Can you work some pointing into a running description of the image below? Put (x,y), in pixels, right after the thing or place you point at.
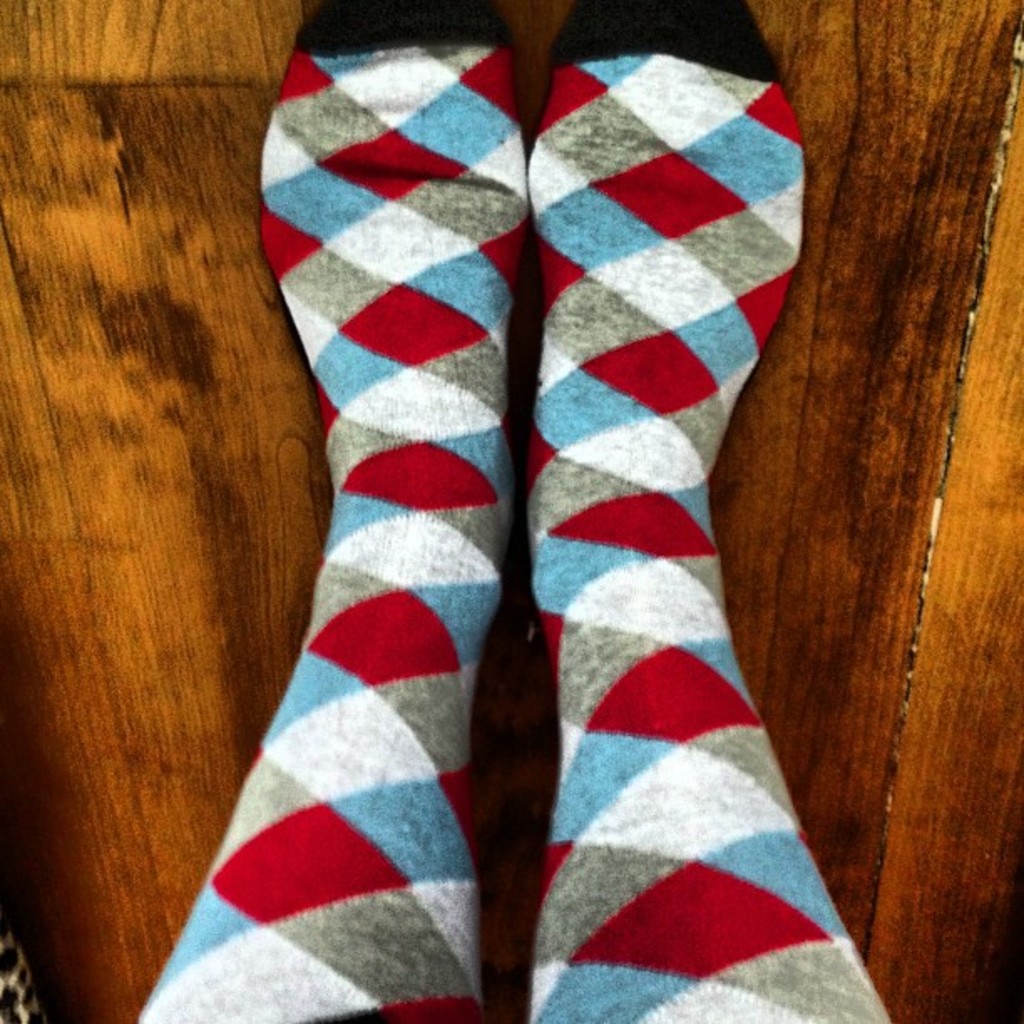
In this image, we can see the legs (436,618) of a person (300,126) with socks (322,79) on the wooden surface (218,288).
